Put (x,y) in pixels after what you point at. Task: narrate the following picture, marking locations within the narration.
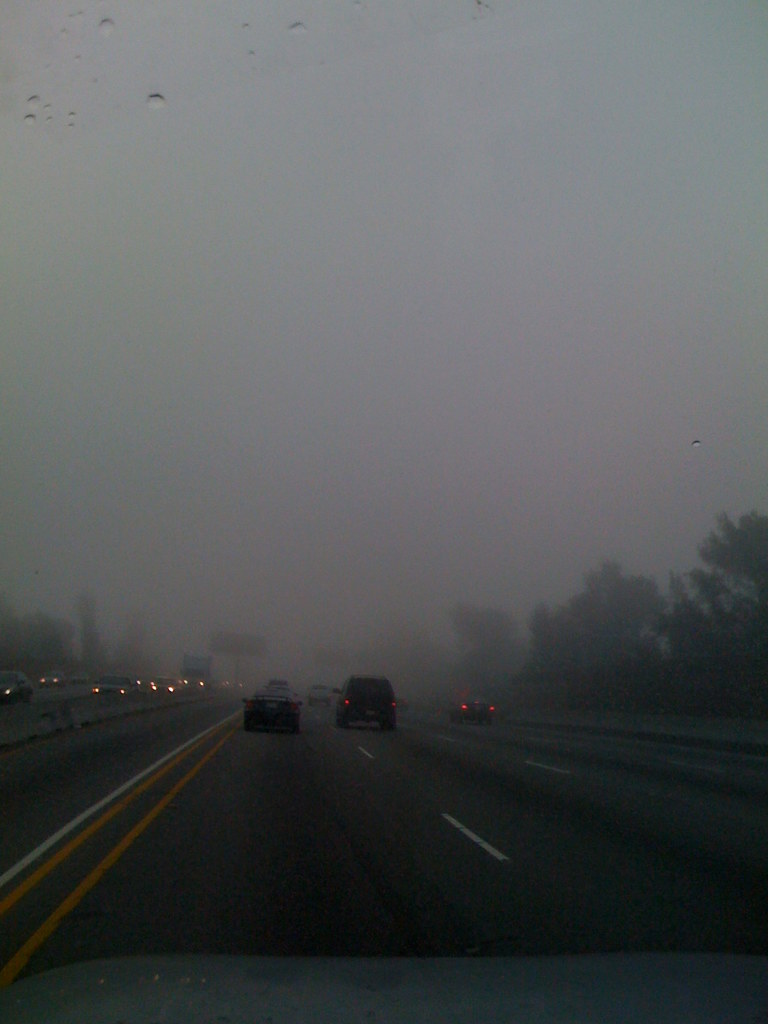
In this image there are some vehicles (263,712) on the road (349,760) as we can see in the bottom of this image (430,854). There are some trees (99,638) in the background (99,638). There is a sky (446,479) on the top of this image (369,232).
